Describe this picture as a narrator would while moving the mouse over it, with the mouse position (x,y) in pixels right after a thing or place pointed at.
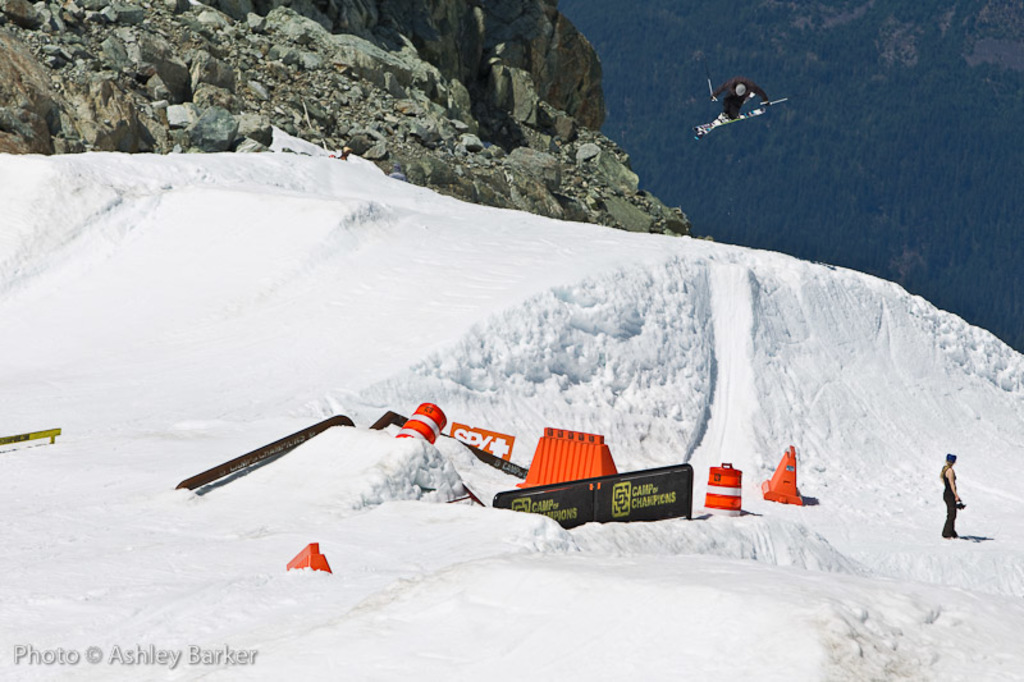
In this image, I can see a person (741,107) in the air (758,96) with ski board (712,121) and ski poles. On the right side of the image (951,537), there is another person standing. There are barricades (571,459) on the snow (447,492). In the background (462,149), there are mountains (491,107) with rocks (316,120) and trees (815,200). At the bottom left side of the image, I can see a watermark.
